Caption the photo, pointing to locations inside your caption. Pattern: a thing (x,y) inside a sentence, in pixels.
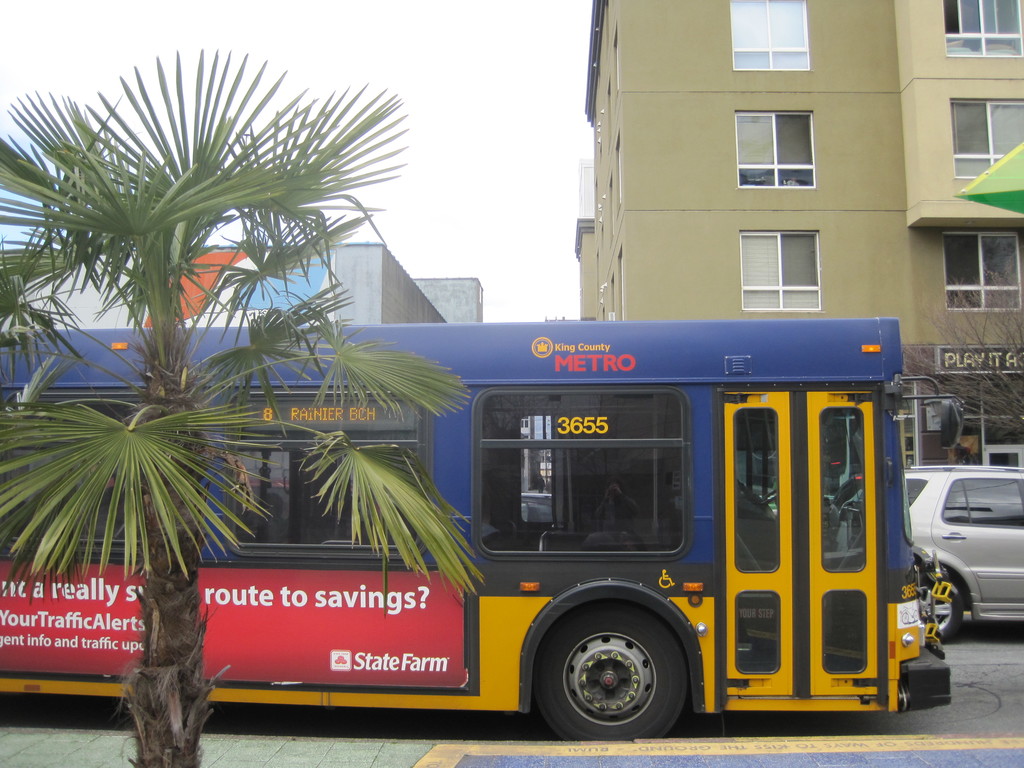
In the picture we can see a path (291,752) with a tree (195,707) on it and besides, we can see a bus (125,603) on the road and a car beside to it and in the background (778,217), we can see a building (1003,71) with a window (778,245) and glasses (783,253) and some other buildings (591,280) beside it and we can also see a sky (370,72).
